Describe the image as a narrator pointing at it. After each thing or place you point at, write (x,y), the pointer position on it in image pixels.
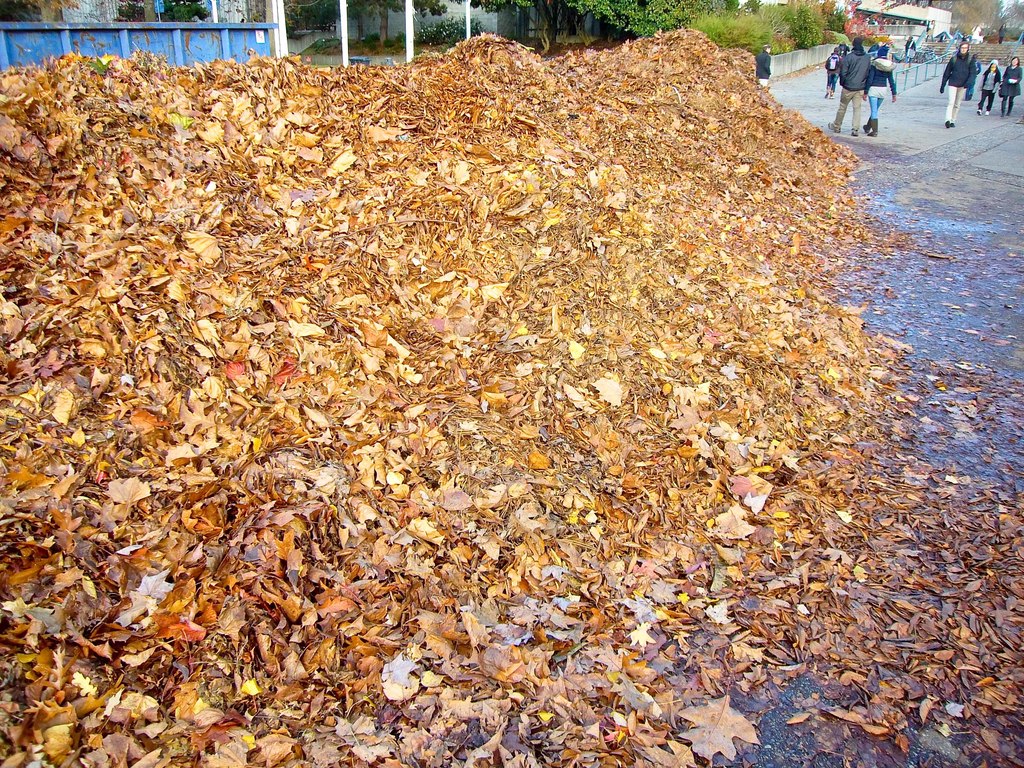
In this image there are so many dry leaves (435,362) on the surface (795,75), behind them there is a metal structure (189,37), behind that there are trees (130,4) and a building (239,2). In the background (873,77) there are few people (873,77) walking on the road (815,74), trees (831,26) and buildings (911,11).
